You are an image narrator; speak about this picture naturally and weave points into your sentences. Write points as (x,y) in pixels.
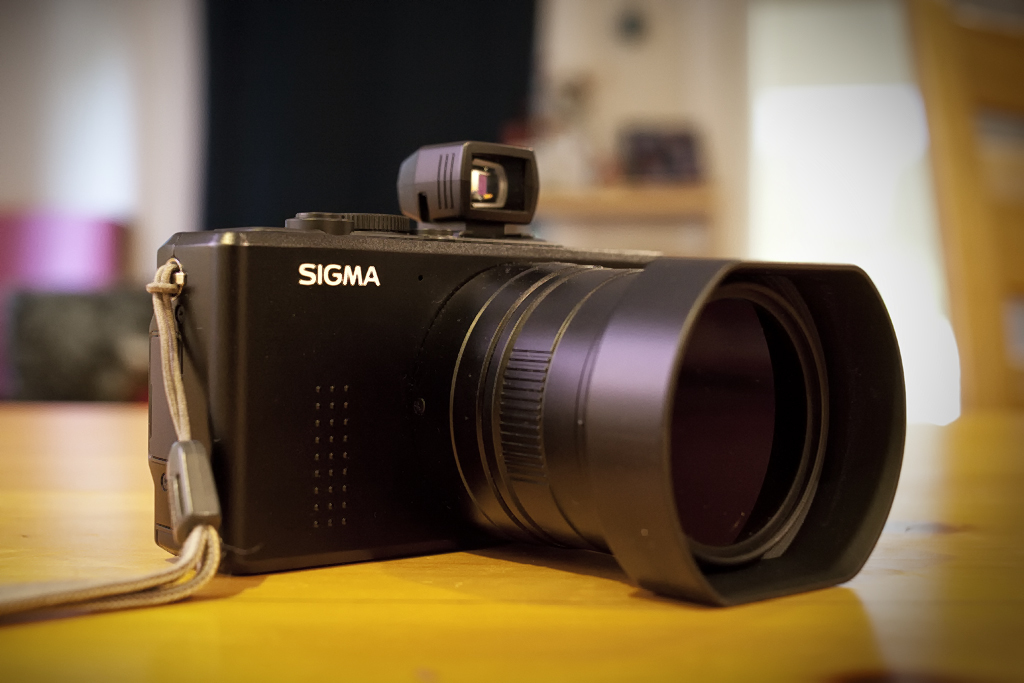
In this image we can see one camera (441,513) on the table (313,587), some objects (644,151) in the background (426,136) and the background (1021,157) is blurred.
